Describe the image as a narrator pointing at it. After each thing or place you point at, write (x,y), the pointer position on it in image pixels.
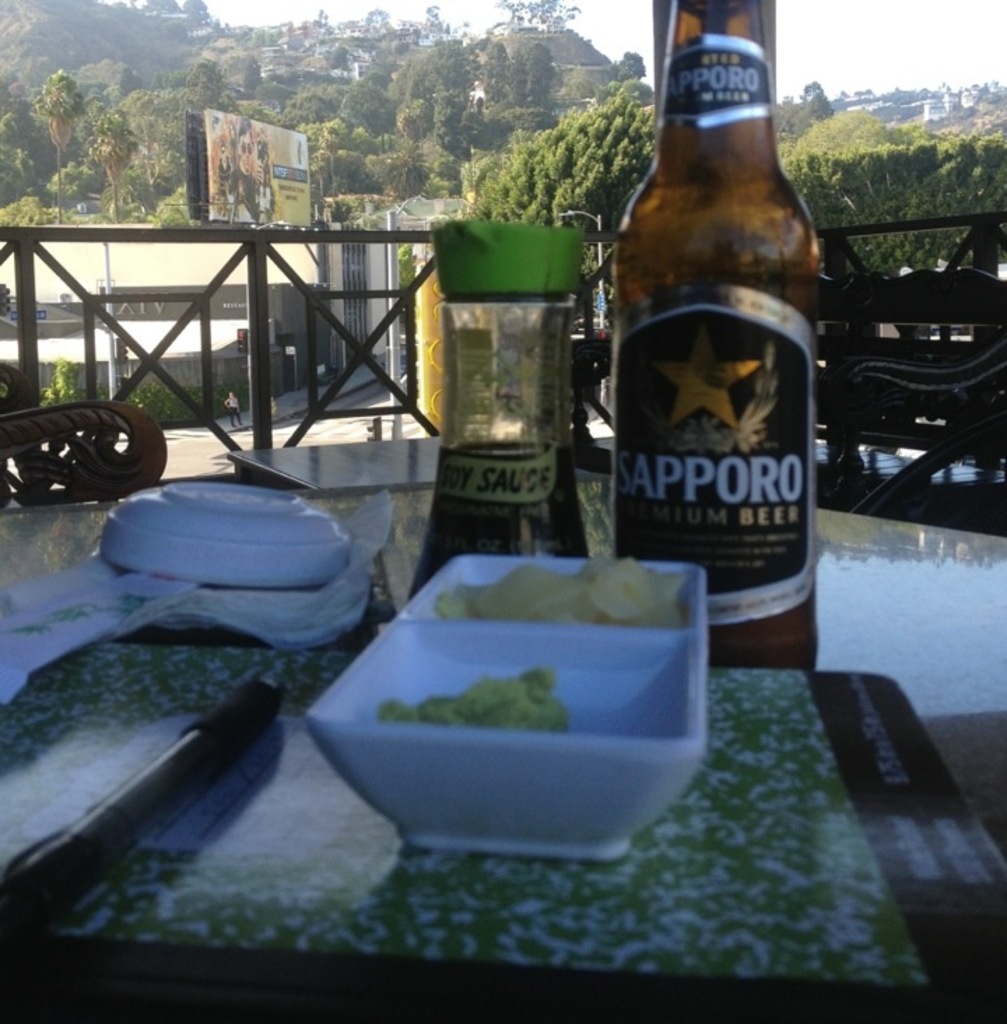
There is a table (945,663) in the image. A book (774,840) is placed on the table (937,680) and above it a pen (151,781) and two bowls (419,722) are placed on it. In one of the bowls (604,636) there are ginger slices (548,576). There is also a beer bottle (757,537) and a sauce bottle (477,501) on the table (411,516). There are tissues (351,586) and a plate (291,544) reversed and kept on the table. There is a chair (142,429) and a table (290,464) just behind the front table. There is a road (334,435), pole (394,340) and a building (332,257). There is a person (226,403) standing on the sidewalk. There is a hoarding (237,189) above the building (233,313). There are many trees (406,106) in the background (547,123) and also houses (308,45) located on the hills (914,104). There is railing (978,228) in the image.
